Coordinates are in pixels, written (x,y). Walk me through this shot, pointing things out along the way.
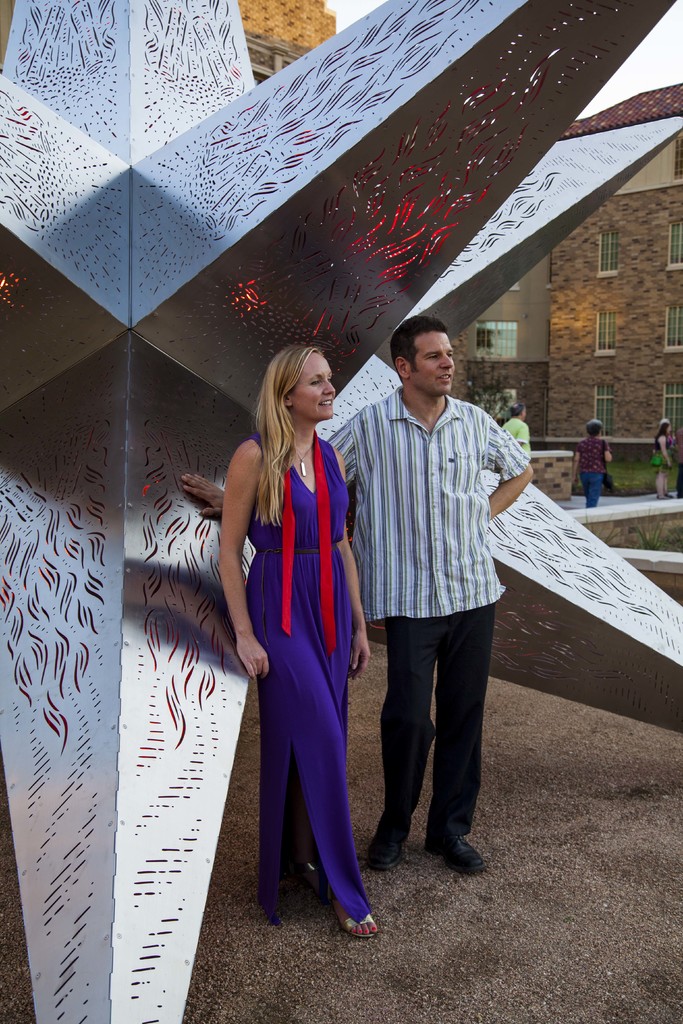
In this image we can see people (399,629) standing on the floor (397,956), sculpture (400,218), buildings (643,342) and sky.
